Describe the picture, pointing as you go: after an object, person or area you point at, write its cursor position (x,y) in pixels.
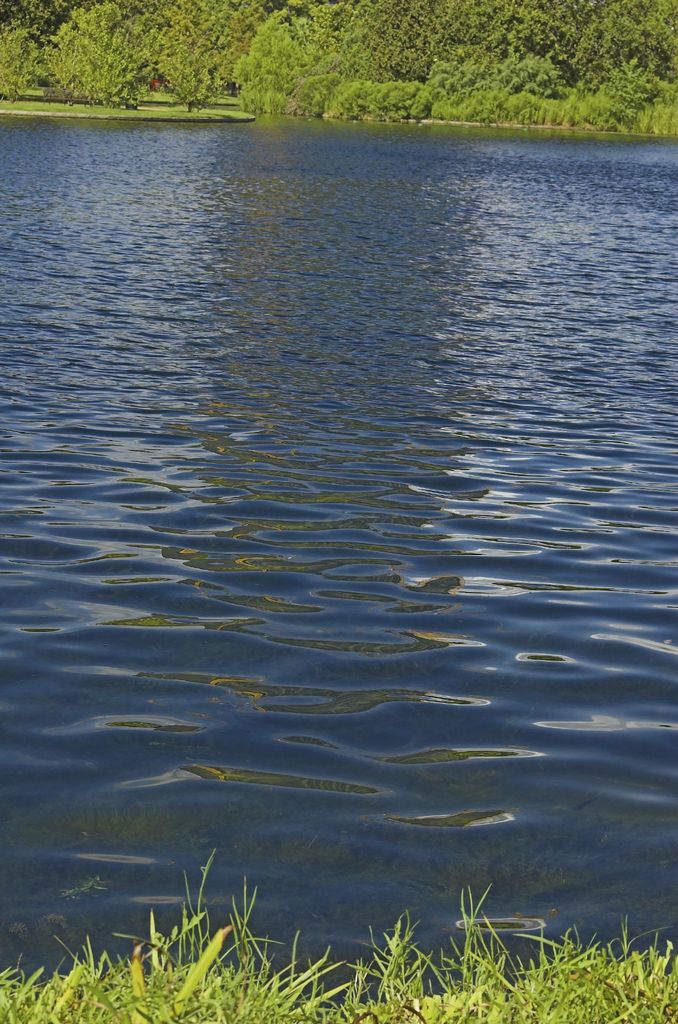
In this image, I can see water (257,400) and trees (481,38). At the bottom of the image (180,973), there is grass (529,992).
